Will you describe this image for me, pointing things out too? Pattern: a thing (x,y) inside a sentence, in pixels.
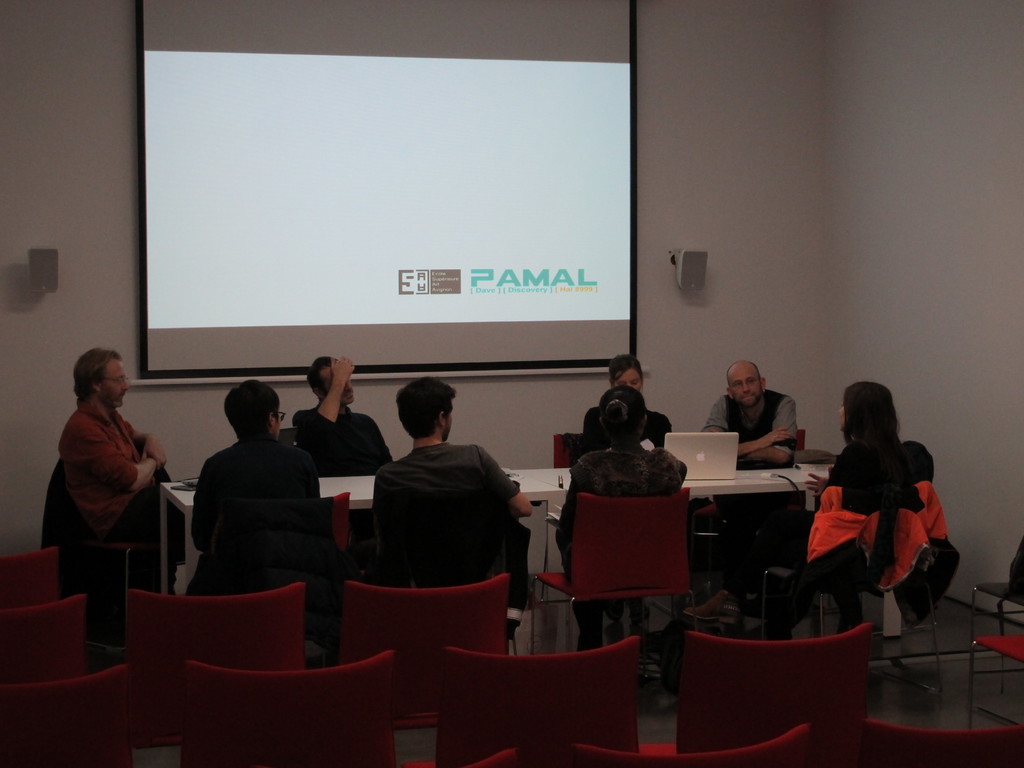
We can see a screen (524,277), speakers (703,279) over a wall (986,227). We can see all the persons (314,445) sitting on chairs (501,552) in front of a table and on the table (747,478) we can see laptop (733,475). This is a jacket (878,532) on the chair (879,539). This is a floor (902,685). We can see empty chairs (431,692) in front of the picture.
